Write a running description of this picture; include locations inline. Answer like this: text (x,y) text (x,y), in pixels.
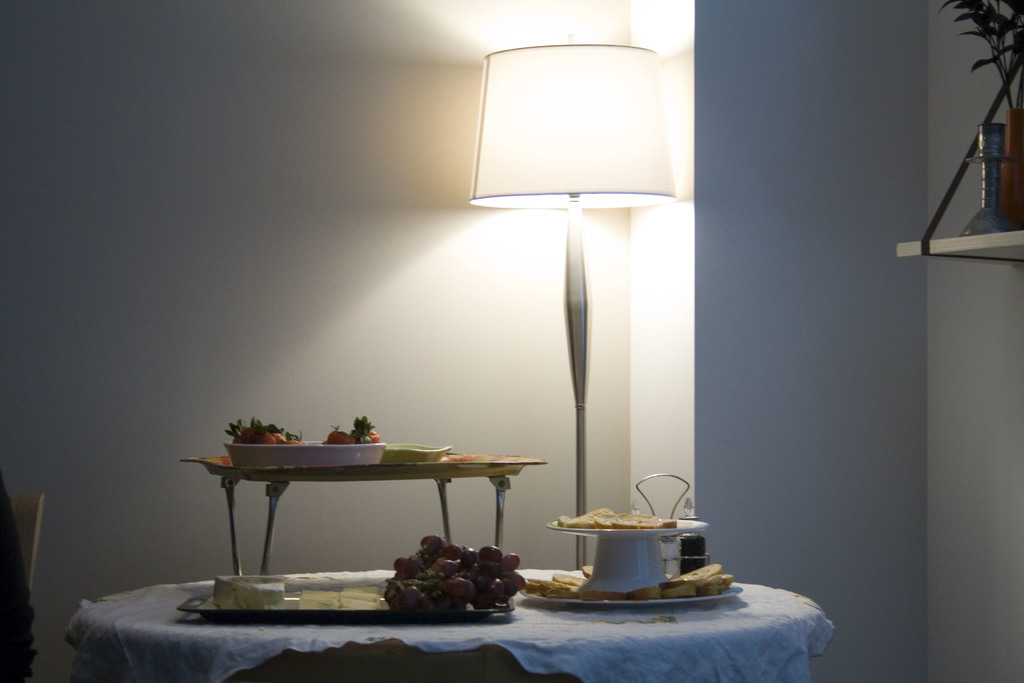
The picture is taken in a room. In the foreground of the picture (390,643) there are table (615,638) and a lamp (592,125). On the table (575,614) there are platter (328,616), plates (620,576), jars (672,553) and various food items (267,576). On the left (37,521) there is a chair (39,541). On the right (1018,196) there are flower vase (1007,186) and shelf (1023,243). In the background (149,227) it is wall (664,351) painted white.
